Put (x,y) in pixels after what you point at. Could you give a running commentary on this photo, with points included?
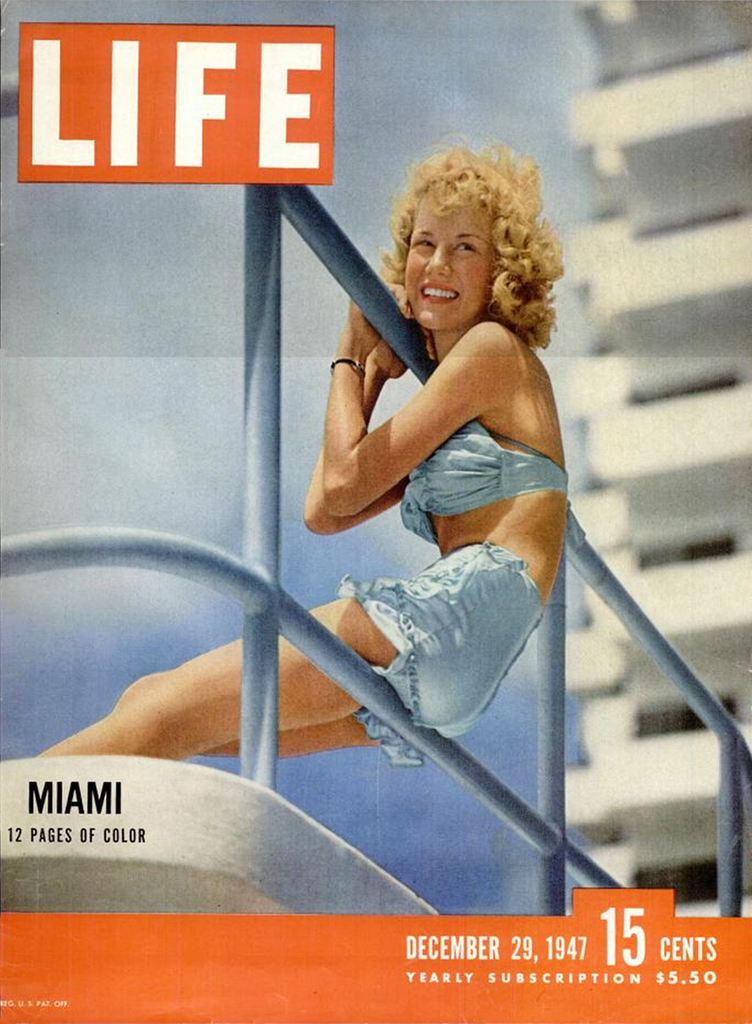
This might be a poster in this image in the center (381,594) there is one woman (438,602), and she is holding a pole (274,219) and there is a railing (672,671). In the background (639,424) there is a building (639,270), at the top (294,81) and bottom of the image (686,983) there is text (672,975).
